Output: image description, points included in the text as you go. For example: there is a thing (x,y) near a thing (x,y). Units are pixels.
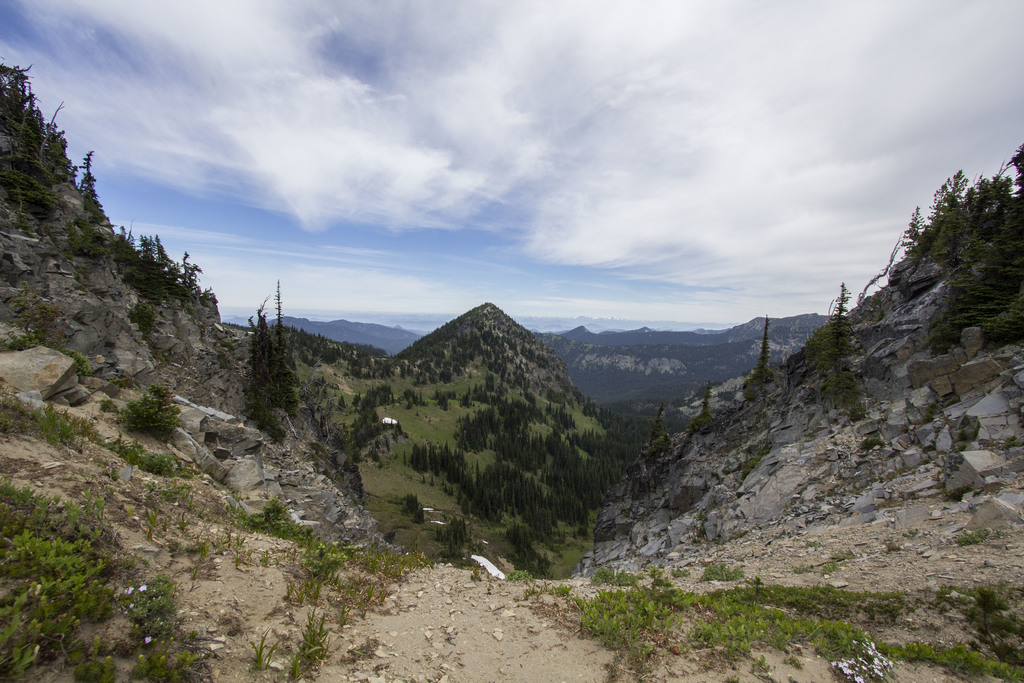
In this picture we can see few trees (570,494), hills (660,446), rocks (910,437) and clouds (366,198).
